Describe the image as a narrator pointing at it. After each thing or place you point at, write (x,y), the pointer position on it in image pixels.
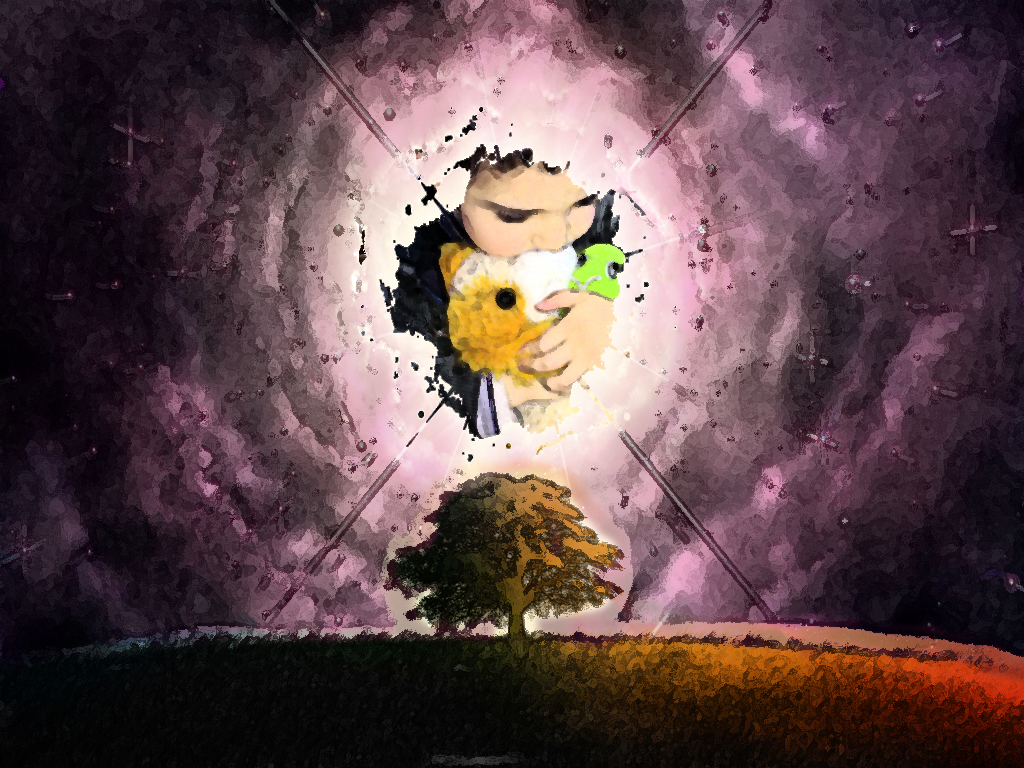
In this image we can see painting (374,560). In this image we can see depiction of tree (482,559), grass (627,730) and a kid (597,225).
